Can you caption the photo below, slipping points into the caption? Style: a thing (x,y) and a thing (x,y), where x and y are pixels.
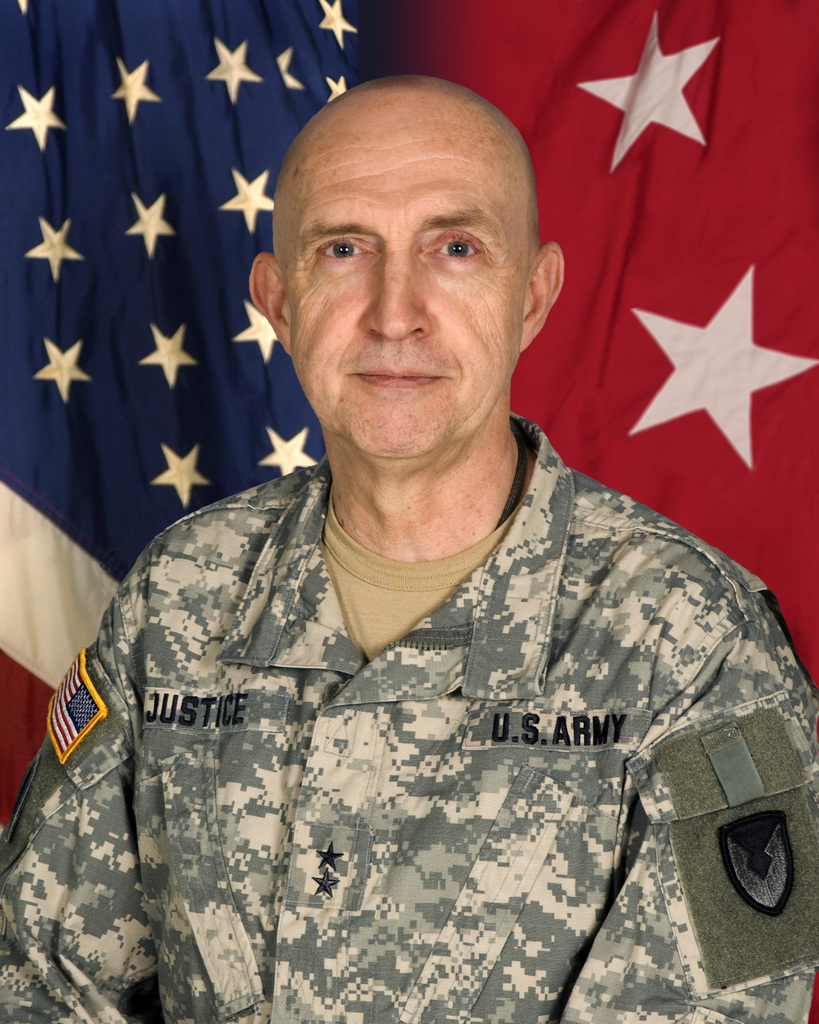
In the center of the image (519,438), we can see a person (394,728), wearing uniform (367,729) and in the background (119,118), there is a flag (613,181).
